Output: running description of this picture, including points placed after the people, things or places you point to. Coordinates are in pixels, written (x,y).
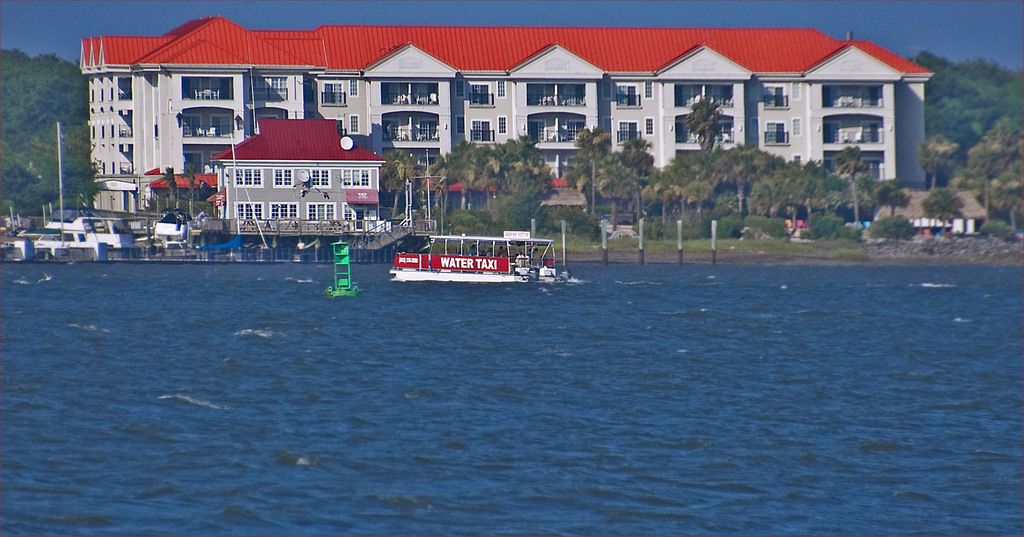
In this image, we can see a boat (436,266) on the water (341,347) and in the background (364,157), there are buildings (227,192), trees (462,209), poles (407,218), stairs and some sheds (917,224) and some other benches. At the top (558,14), there is sky (496,24).
